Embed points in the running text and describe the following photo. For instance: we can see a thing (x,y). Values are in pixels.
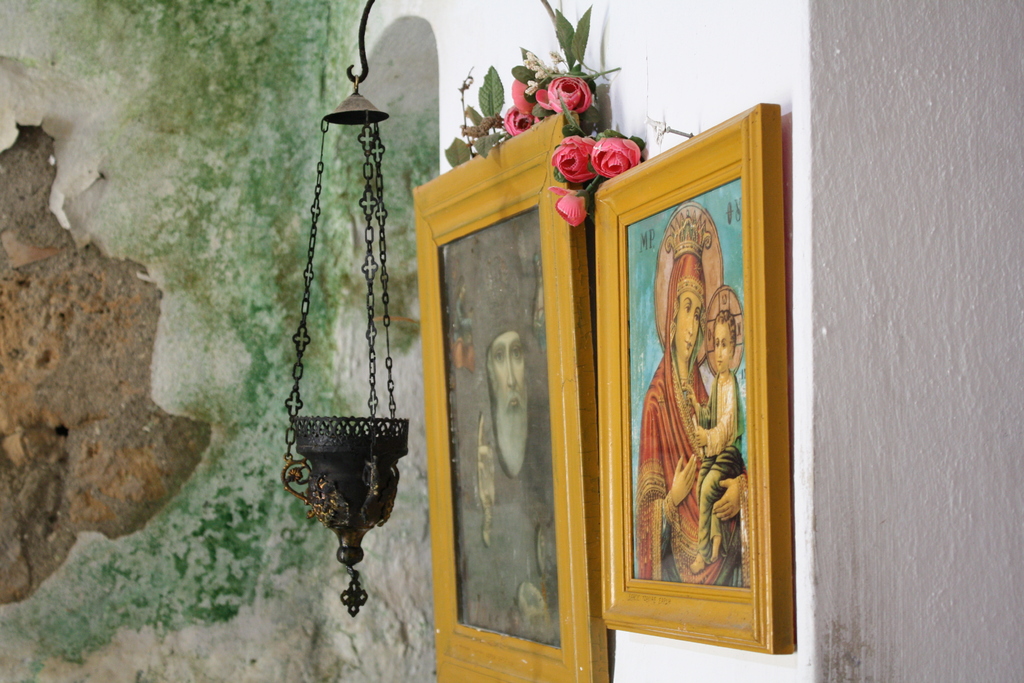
In this picture we can see photo frames (613,508) on the wall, on these photo frames (653,438) we can see leaves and flowers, here we can see a metal object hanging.
